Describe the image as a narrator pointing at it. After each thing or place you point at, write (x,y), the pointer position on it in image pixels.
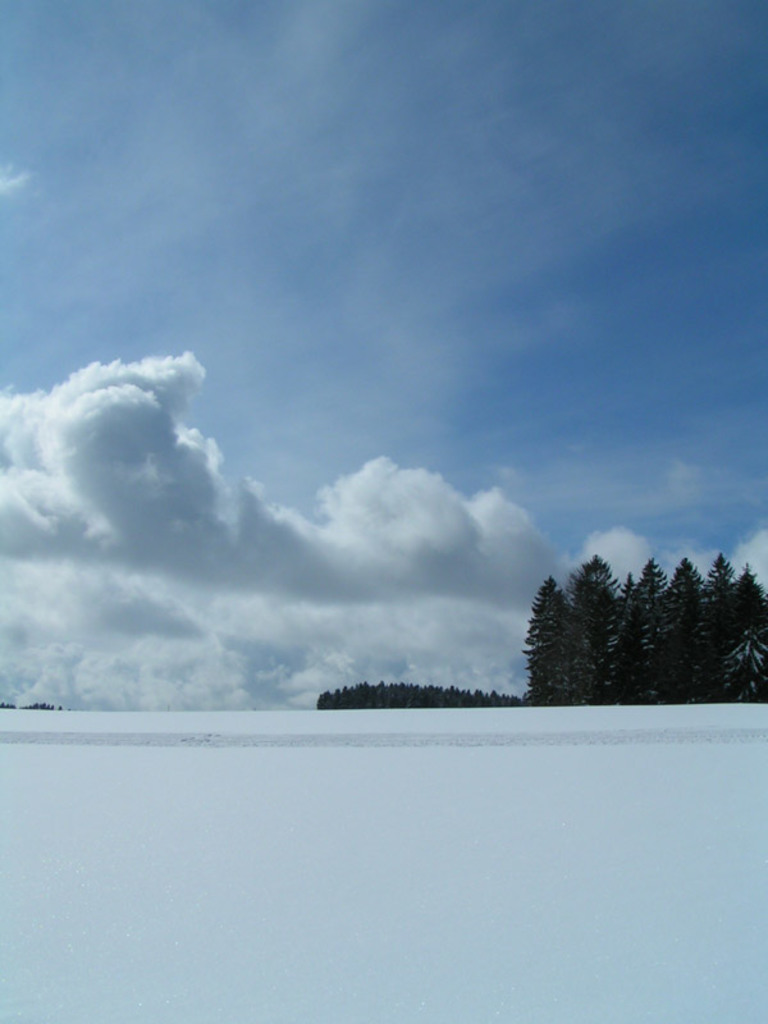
At the bottom of the image (231,943) there is snow (311,903). In the background of the image (495,704) there are trees (548,691). There are clouds (328,520). At the top of the image (328,237) there is sky (208,222).
